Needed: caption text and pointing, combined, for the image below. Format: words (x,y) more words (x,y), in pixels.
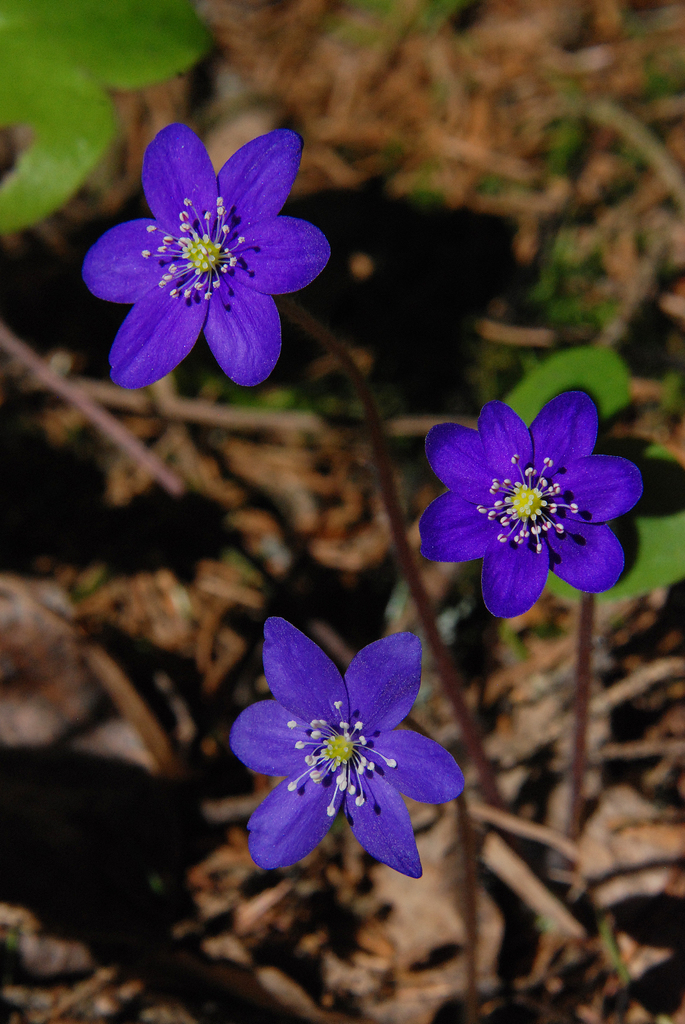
In this image, in the middle (276,625), we can see a flower (378,743) which is in blue color. On the right side (601,576), we can also see a flower (550,441) which is in blue color with green leaves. On the left side (94,277), we can see a flower (253,316) which is in blue color. In the left corner (115,45), we can also see green leaves (150,73). In the background (385,343), we can see a land (344,903).
